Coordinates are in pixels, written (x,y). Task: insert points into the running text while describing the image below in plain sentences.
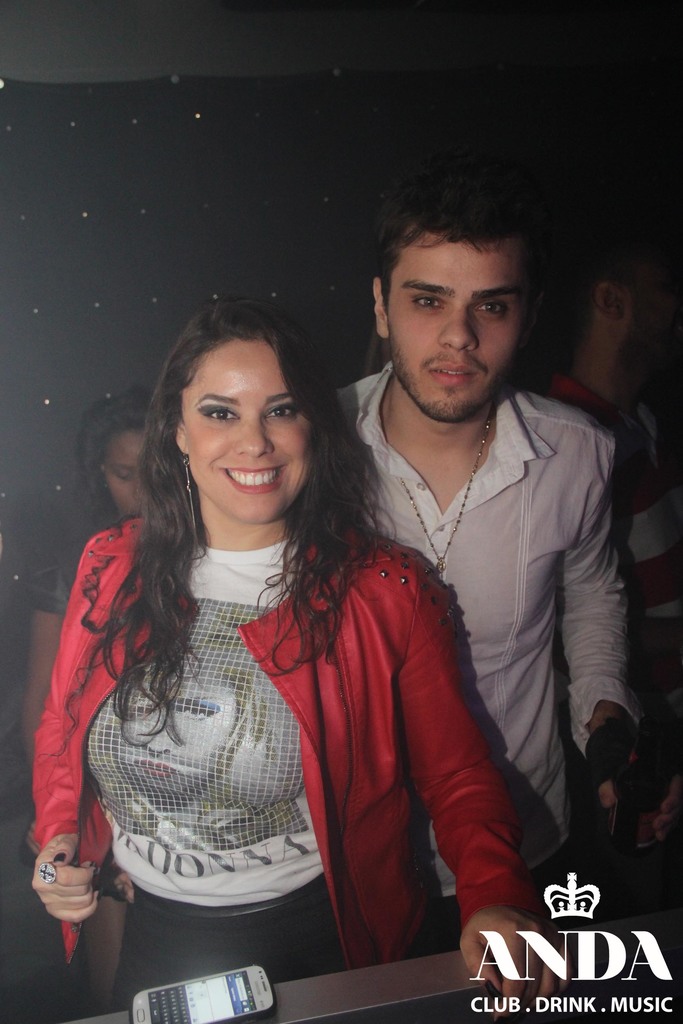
In this image we can see a man (484,723) and a woman (486,759) standing beside a table (342,1016) containing a mobile phone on it. On the backside (631,626) we can see some lights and a group of people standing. On the bottom of the image (583,911) we can see some text (492,941) and a logo (554,889).
